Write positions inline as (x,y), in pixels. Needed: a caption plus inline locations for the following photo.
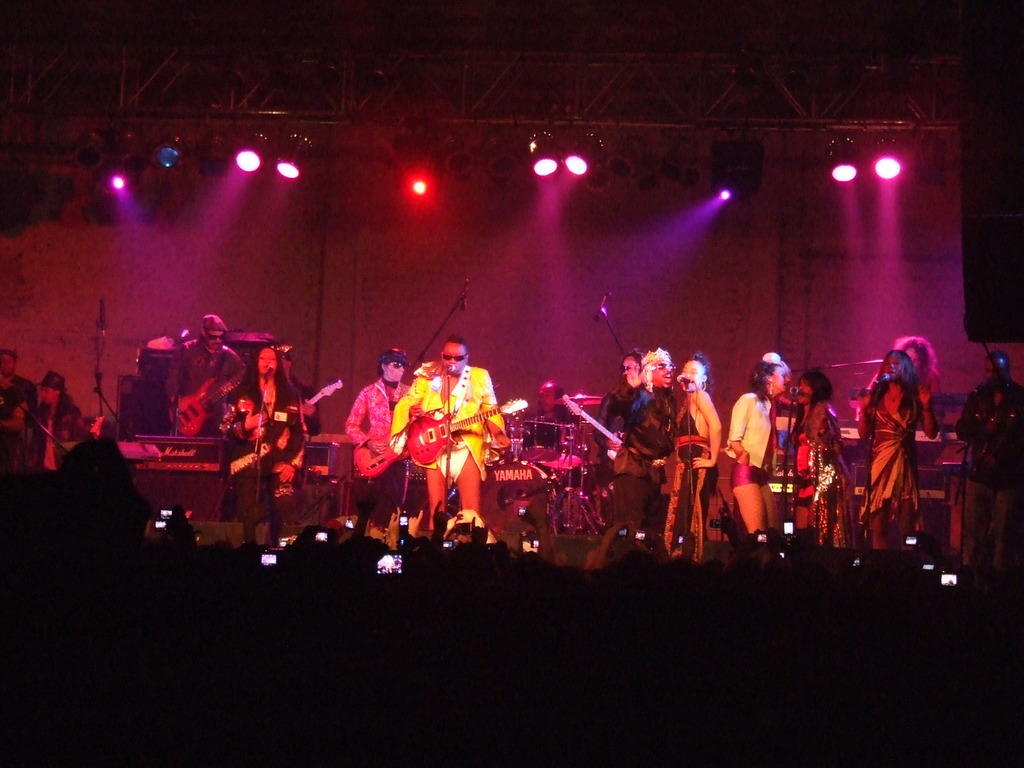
The image is taken in a music concert. There are many people (478,379) standing on the stage (488,515) and performing. In the center of the image (445,507) there is a man (439,472) standing and playing a guitar (454,422) there is a mic (447,394) placed before him. On the right side (847,489) there is a crew (800,475). At the bottom of the image (149,635) there is a crowd (690,648) and there are many lights (415,186) which are attached to the rod (287,117).
